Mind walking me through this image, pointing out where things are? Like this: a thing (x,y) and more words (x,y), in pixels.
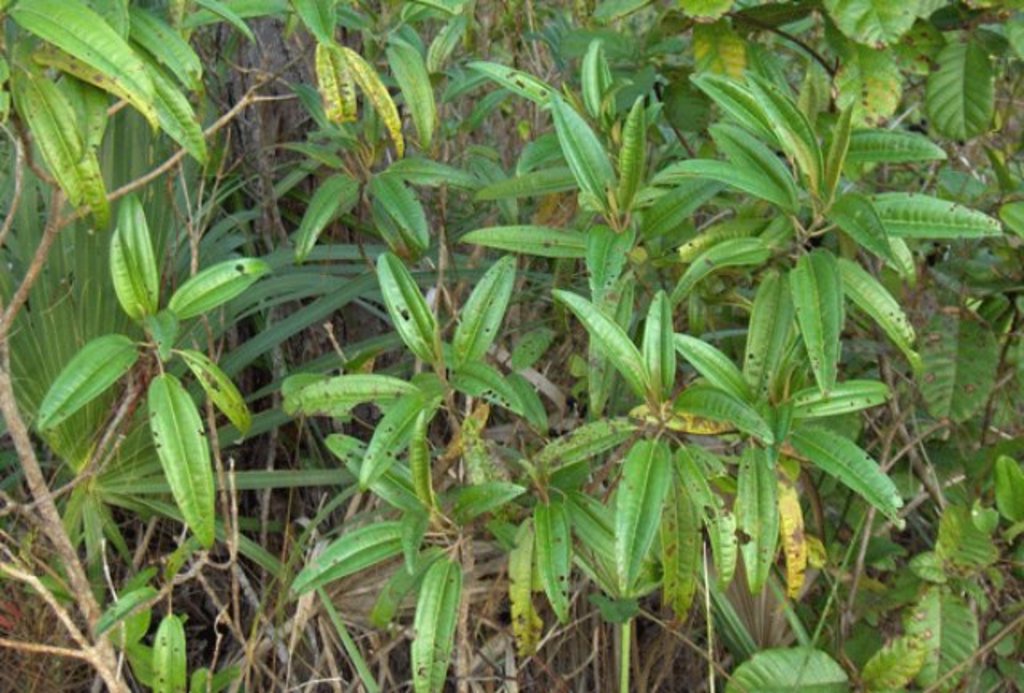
In this image I can see few plants (370,354) which are green and brown in color on the ground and I can see few leaves (690,573) are yellow in color.
